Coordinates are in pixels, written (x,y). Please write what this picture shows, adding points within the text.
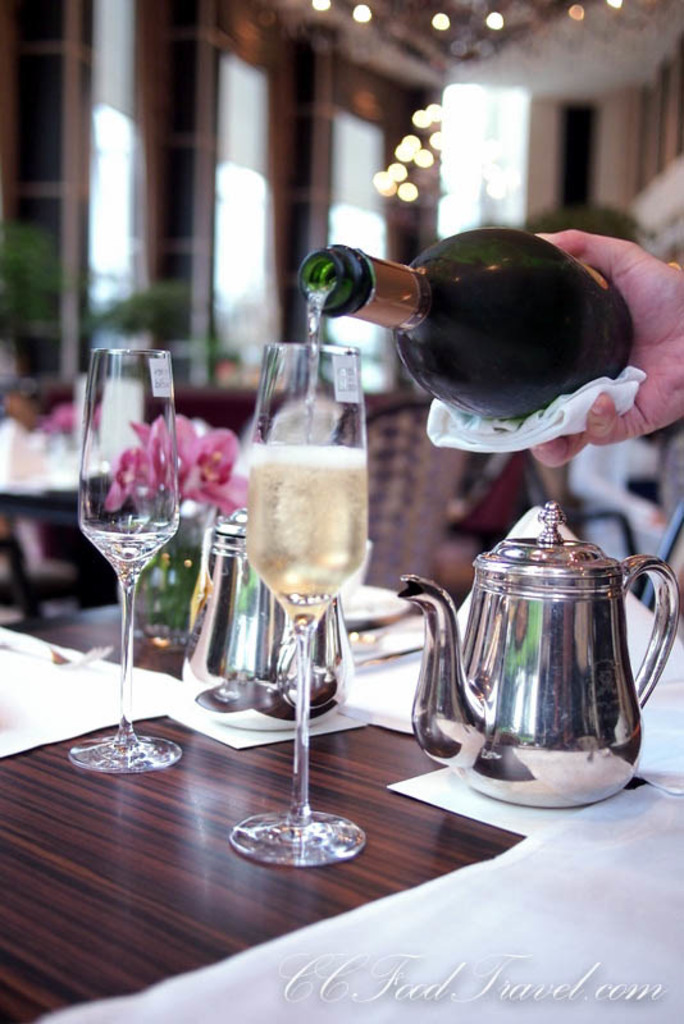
In this picture we can see two glasses (324,456), two tea pots (526,663) on table (213,780) where some persons hand (645,406) is holding bottle (449,309) and pouring liquid (318,315) into the glass (280,445) and in the background (120,180) we can see wall (386,97), lights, plants (8,289) and it is blur.
